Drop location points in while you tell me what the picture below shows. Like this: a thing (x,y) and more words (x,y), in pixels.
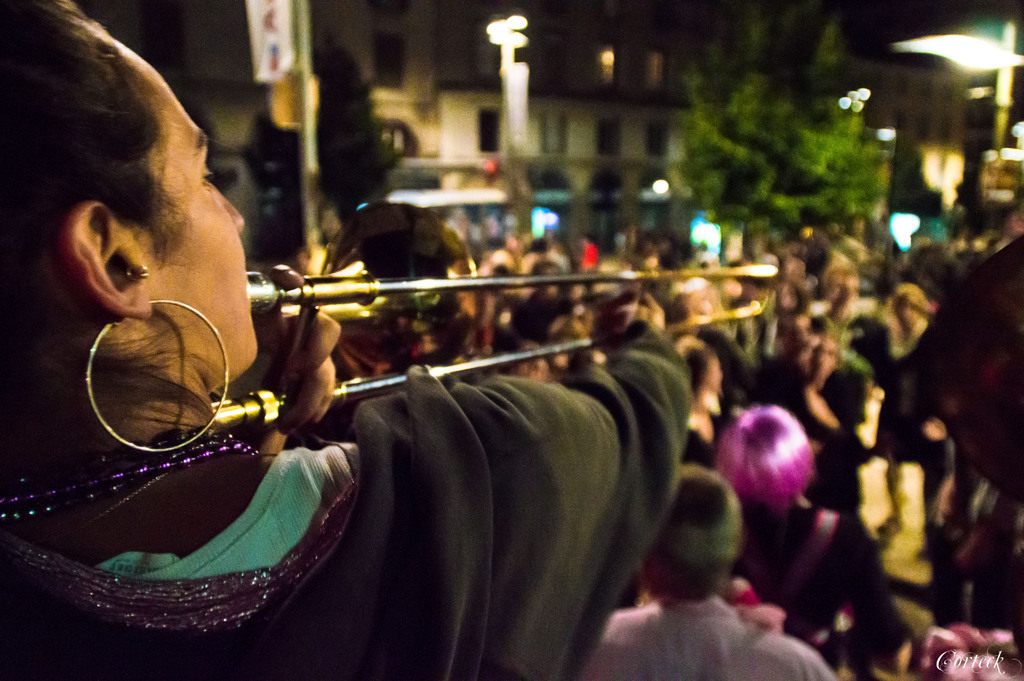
This is the picture of a person (41,234) who is playing some musical instrument (356,257) and around there are some people (574,285), buildings (956,78), poles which has some lights (911,218) and boards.
